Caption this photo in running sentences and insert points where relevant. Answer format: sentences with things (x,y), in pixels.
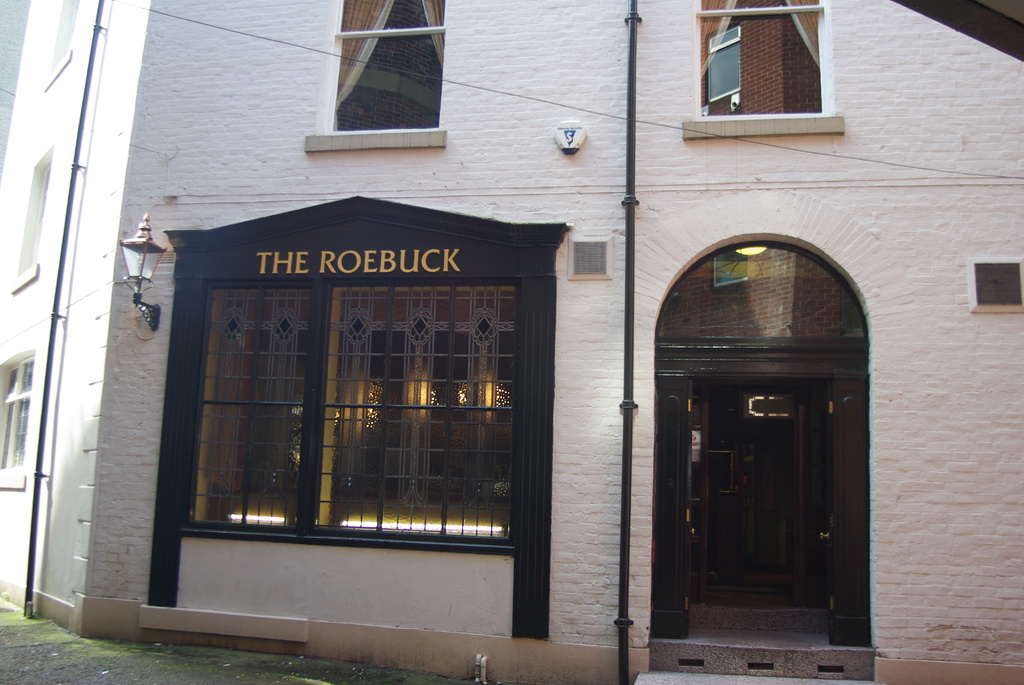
In this image I can see the buildings (319,122) with windows (19,443) and light (138,246). I can also see the black color pipe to the building (240,273). I can see something is written on it. I can see the curtains (428,11) through the window (705,113).
